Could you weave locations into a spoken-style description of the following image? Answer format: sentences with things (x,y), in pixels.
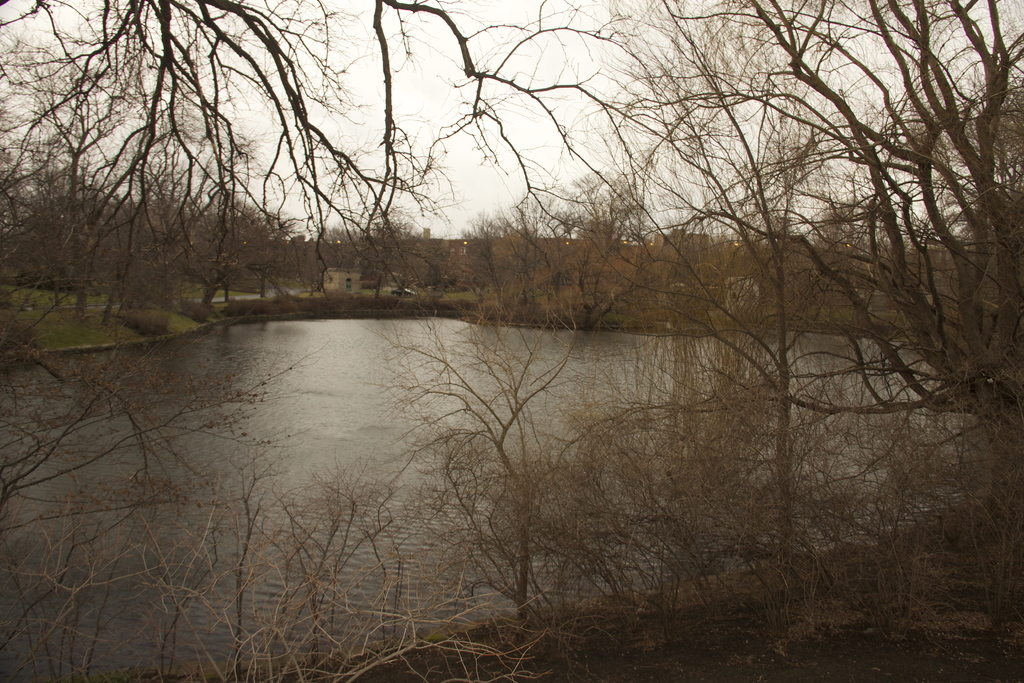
At the center of the image (454,377) there is a lake (373,382), around that there are trees (995,373). In the background (580,238) there is a building (339,276) and the sky (443,185).
